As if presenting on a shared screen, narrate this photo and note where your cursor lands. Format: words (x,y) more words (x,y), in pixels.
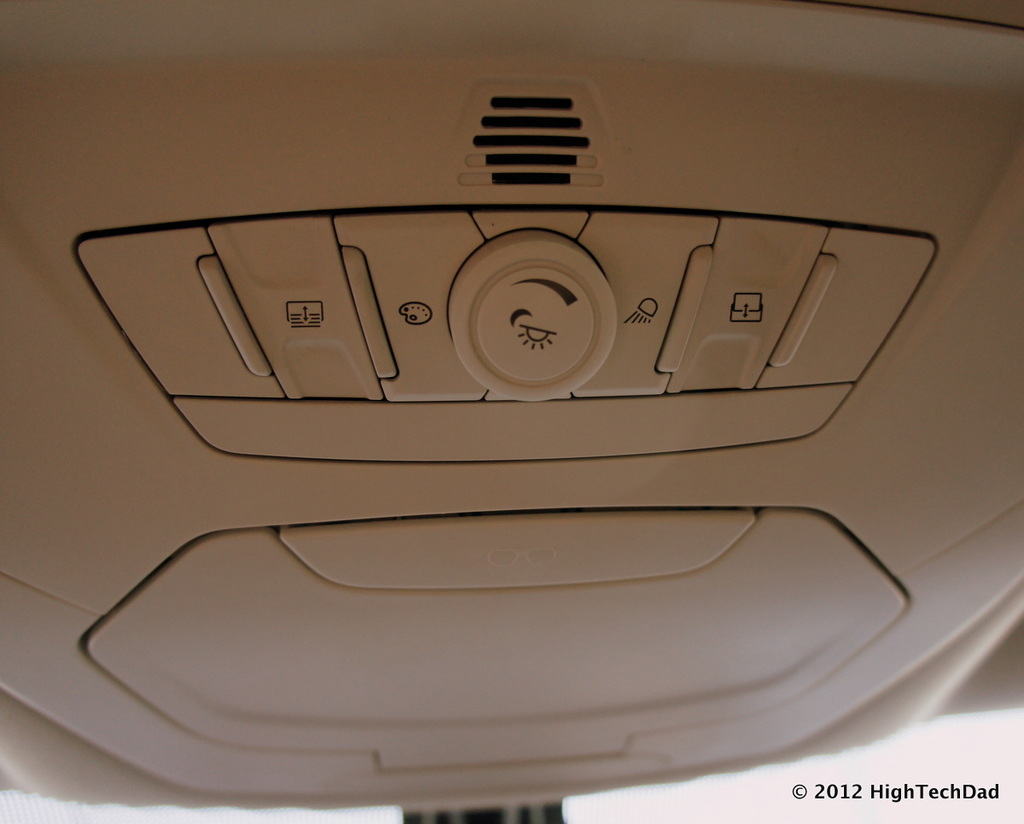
Here I can see a ceiling console (122,450) which is in white color. There are some buttons (417,292) and a knob (496,268) are attached to this board (897,372).
